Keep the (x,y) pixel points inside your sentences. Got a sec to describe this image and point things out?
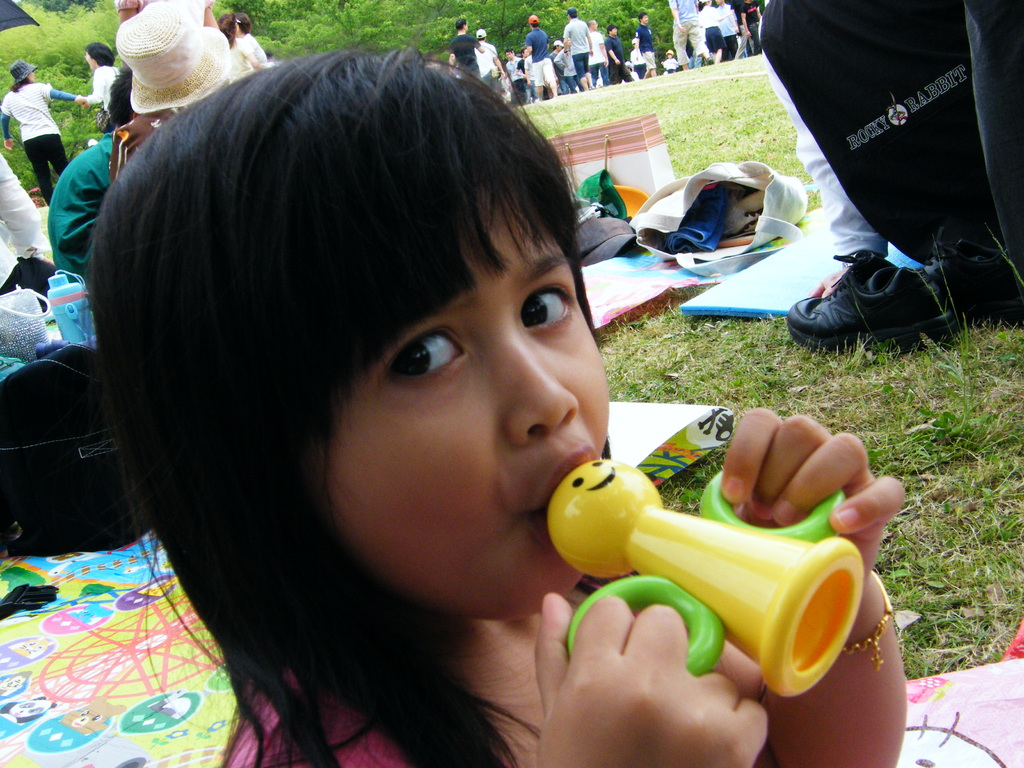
In this image we can see a child (549,576) holding something in the hand (659,681). In the back (816,369) there's grass (915,455) on the ground (961,482). On the grass (961,482) we can see mats (669,422), shoes (946,336), bag (74,447), bottle (61,296) and few other things (597,221). Also there are many people (234,73). Some are wearing hats (18,76). Some are wearing caps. In the background (294,25) there are trees (294,25).
